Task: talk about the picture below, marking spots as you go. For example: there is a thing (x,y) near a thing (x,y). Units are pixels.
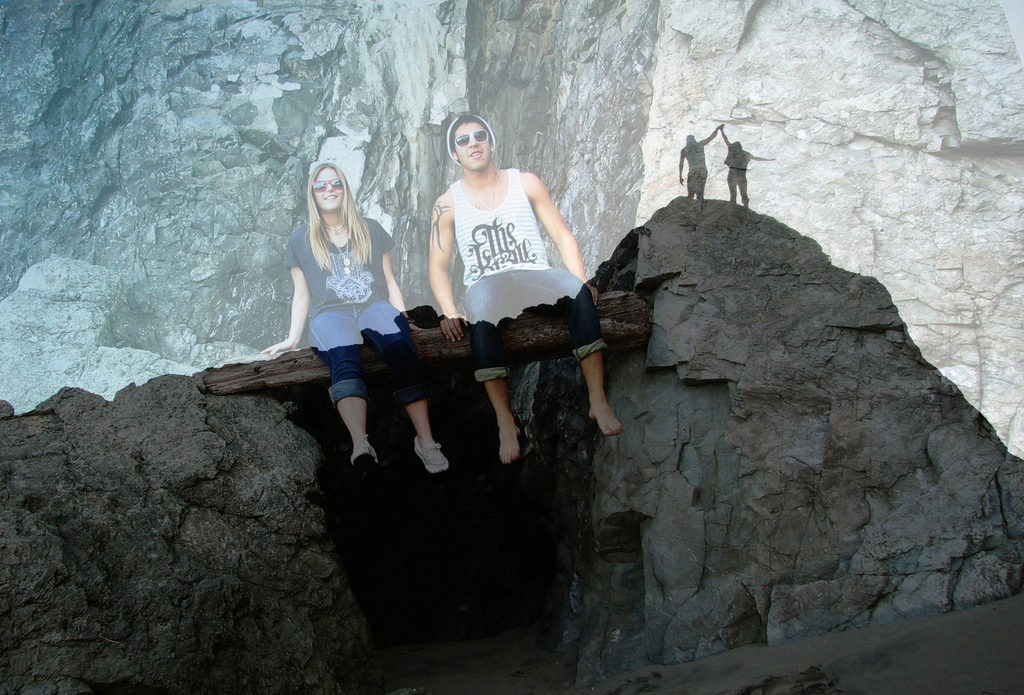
There are rocks (589,464). Between the rocks (655,300) there is a wooden log (437,342). On that two persons (443,245) are sitting. They are wearing goggles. In the back (465,76) there is rock (749,73). Also we can see two people (699,169) standing.
